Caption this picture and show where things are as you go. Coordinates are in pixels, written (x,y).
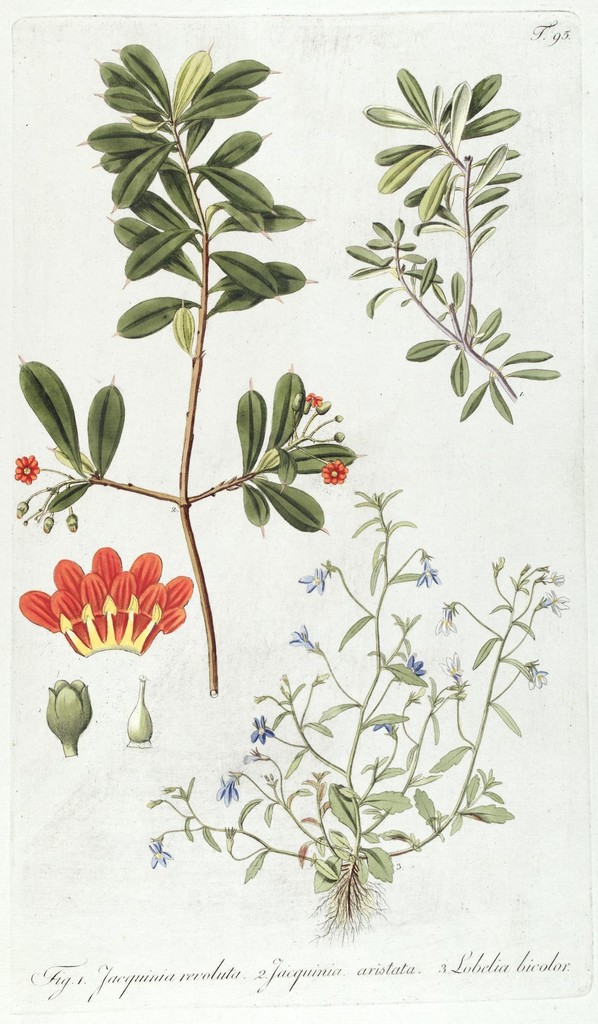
In this image we can see painting (293,310) of plants (260,399) with flowers (344,479) and some text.
